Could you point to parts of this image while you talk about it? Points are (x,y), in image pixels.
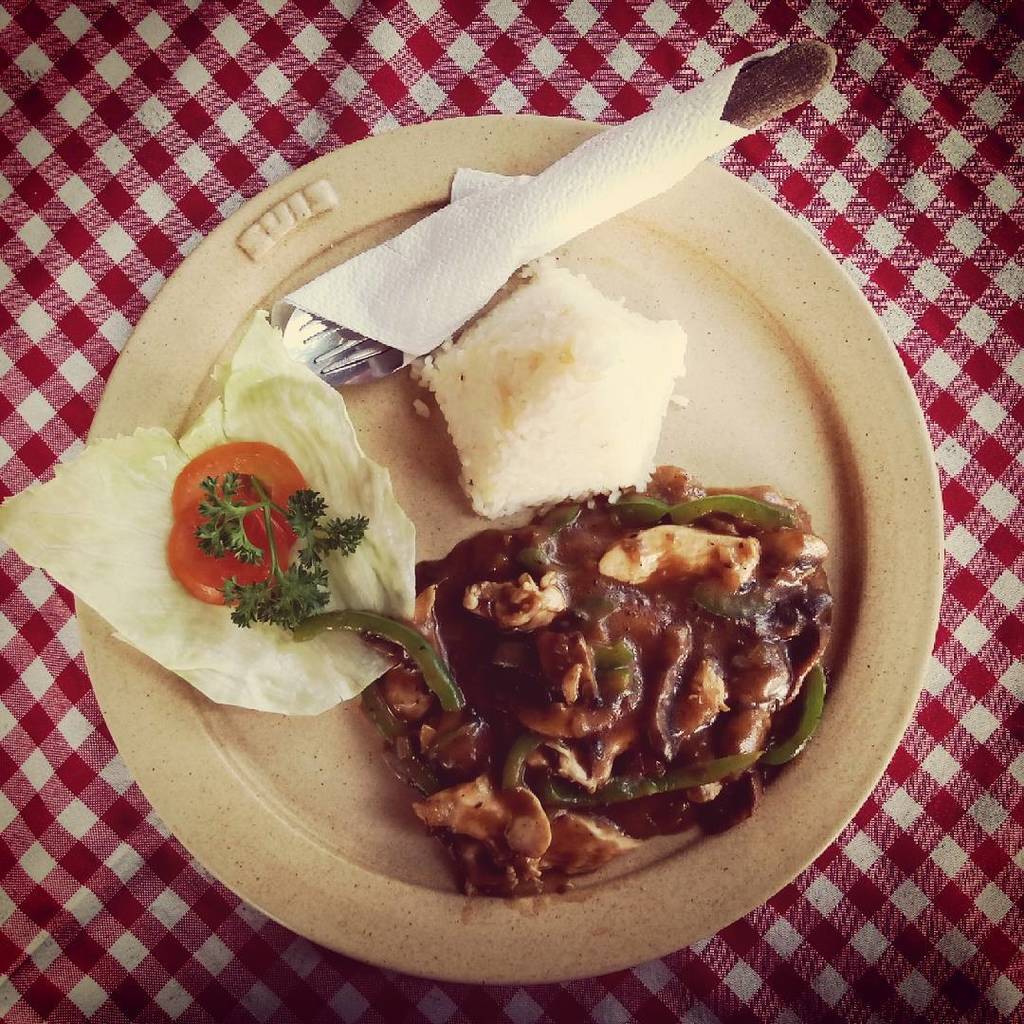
In this picture there is a plate (231,267) in the center of the image (650,413), which contains food item (178,500) in it, there is a fork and a tissue (553,215) on it.
